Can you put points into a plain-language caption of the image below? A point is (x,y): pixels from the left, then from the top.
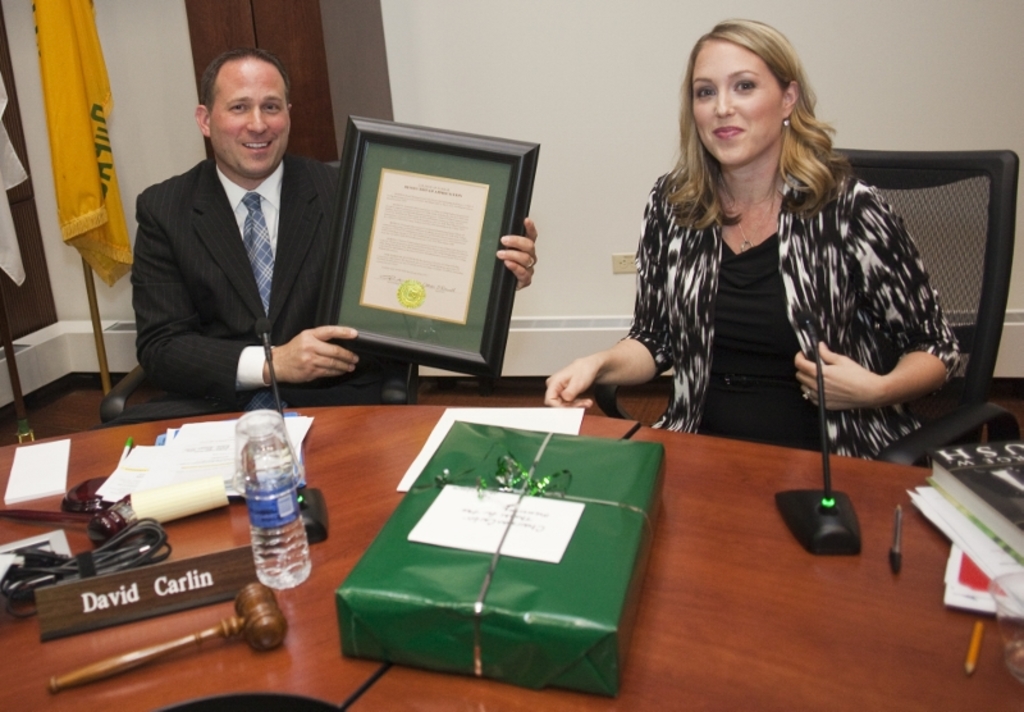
On the background (513,115) we can see wall (611,21). flags (70,17) in yellow and white colour. Here we can see a man (237,392) sitting on a chair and he is holding a frame (404,248) in his hand (525,260). We can see a woman (921,308) sitting on a chair (942,279) and smiling. On the table (692,567) we can see gift box (524,577), board (212,599), bottles (267,552), papers (181,445), pen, wires (150,525), glass (1015,600) and a wooden hammer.
